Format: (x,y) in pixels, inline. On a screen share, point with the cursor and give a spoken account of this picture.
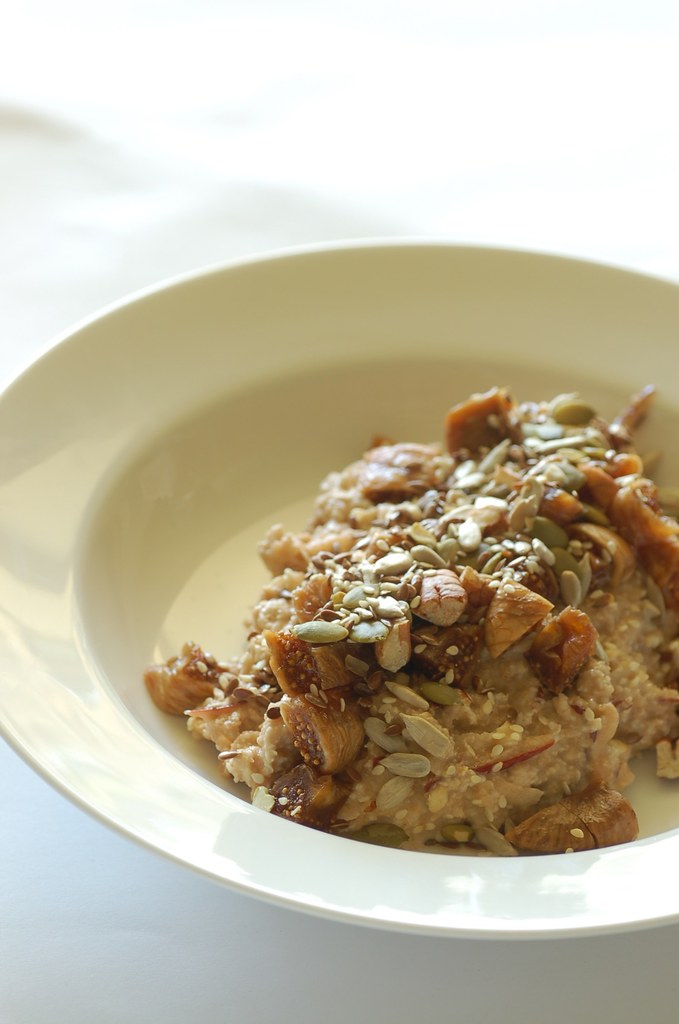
In this image there is a plate (49,720) and in the plate (300,357) there is food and there is a white background (178,190).
